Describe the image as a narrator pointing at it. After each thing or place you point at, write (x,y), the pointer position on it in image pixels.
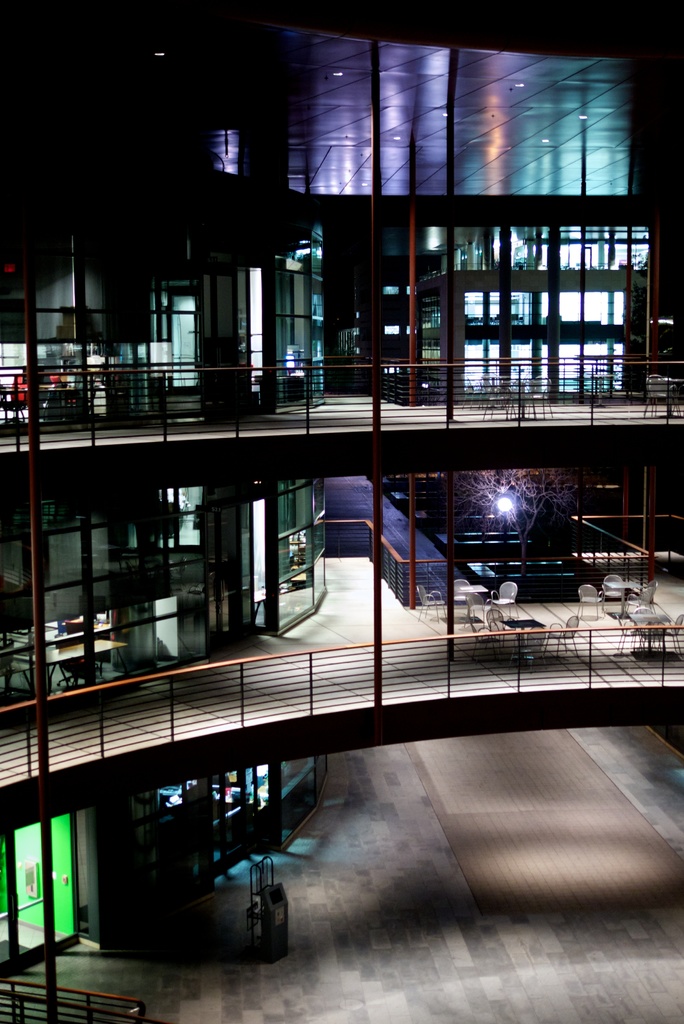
In this picture I can observe a building (285,169) in the middle of the picture (228,551). I can observe two railings (181,421) in this picture. On the right side (644,601) I can observe chairs (612,590) and tables (622,594) on the floors (508,410) of the building (450,453).
